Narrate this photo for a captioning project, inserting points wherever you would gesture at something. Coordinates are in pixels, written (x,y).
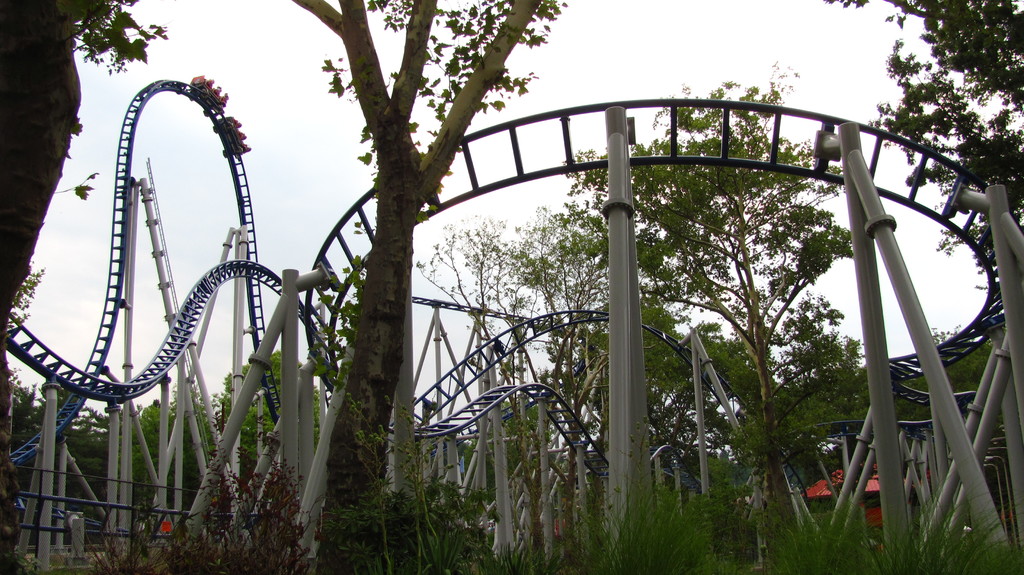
In the picture I can see roller coaster (19,452), pillars (1005,357), trees (1009,169) and the sky (459,5) in the background (204,253).
